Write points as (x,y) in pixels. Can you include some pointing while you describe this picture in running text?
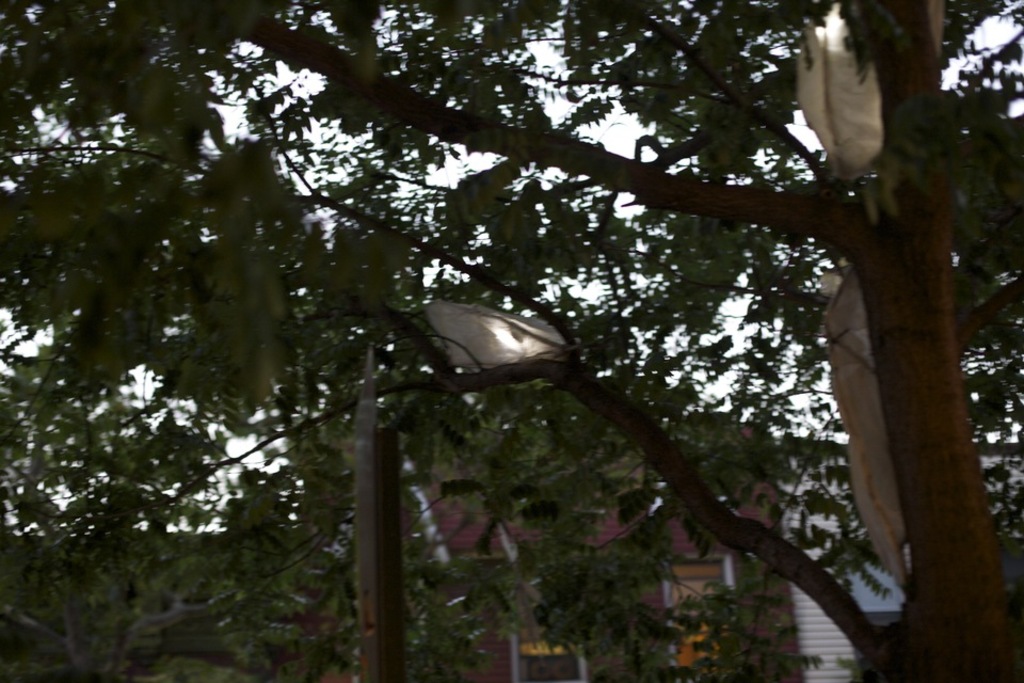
In this image we can see a pole (397,589). We can also see some polythene covers (871,404) on the branches (754,543) of a tree (773,550). On the backside (828,400) we can see some houses (683,598) and the sky (646,337).
